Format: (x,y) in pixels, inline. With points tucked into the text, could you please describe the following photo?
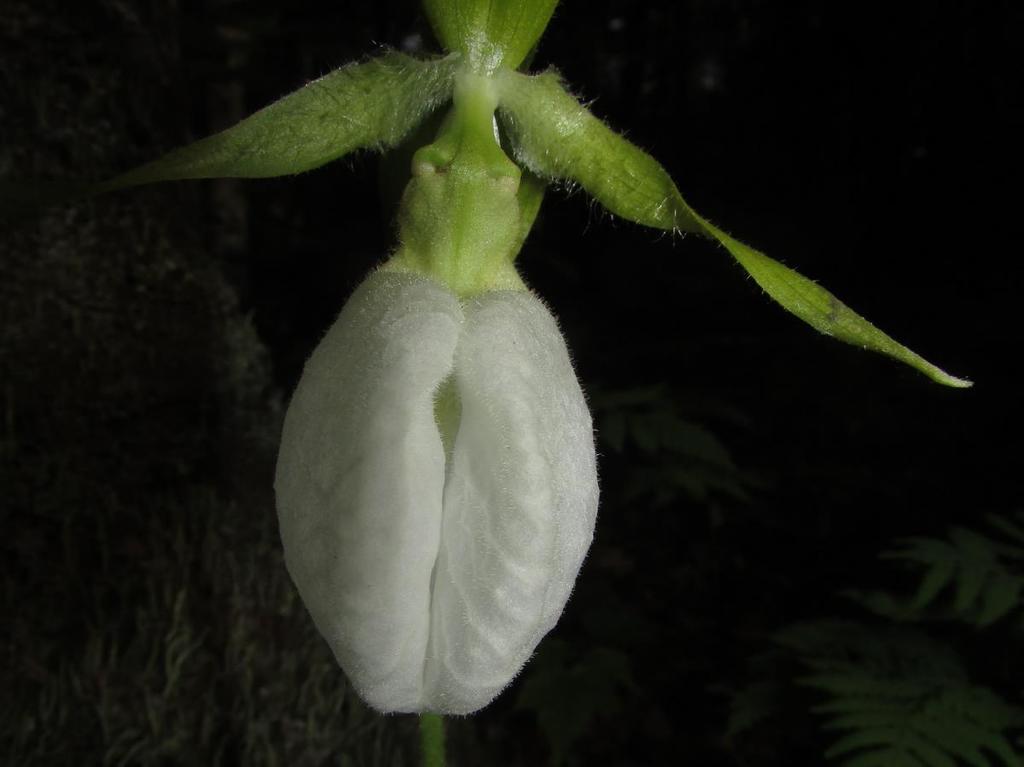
In this picture I can see a flower (421,466) to the stem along with the leafs (430,103).
